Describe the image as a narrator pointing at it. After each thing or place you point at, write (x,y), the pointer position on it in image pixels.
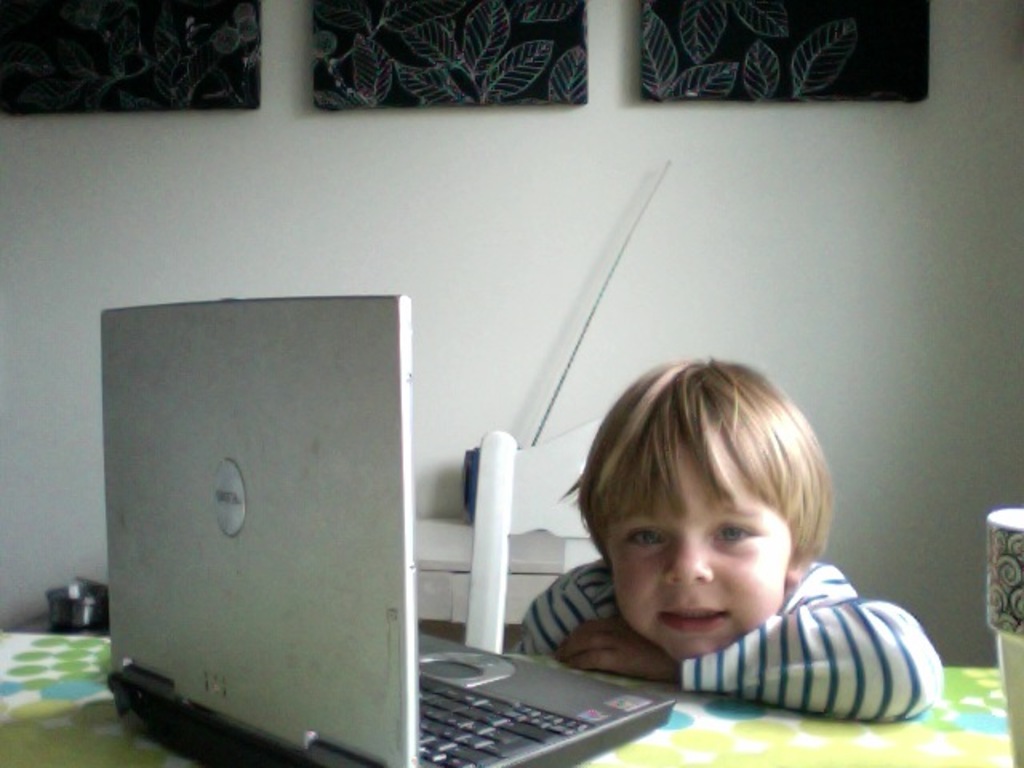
This picture is clicked inside the room (450,599). Here, we see a boy (812,663) in white t-shirt (806,652) is sitting on chair (512,508). In front of him, we see a table (637,744) on which laptop (496,687) and cup (993,592) are placed. Behind them, we see a white wall (445,229) and three black photo frames (895,31) on white wall (230,138).
